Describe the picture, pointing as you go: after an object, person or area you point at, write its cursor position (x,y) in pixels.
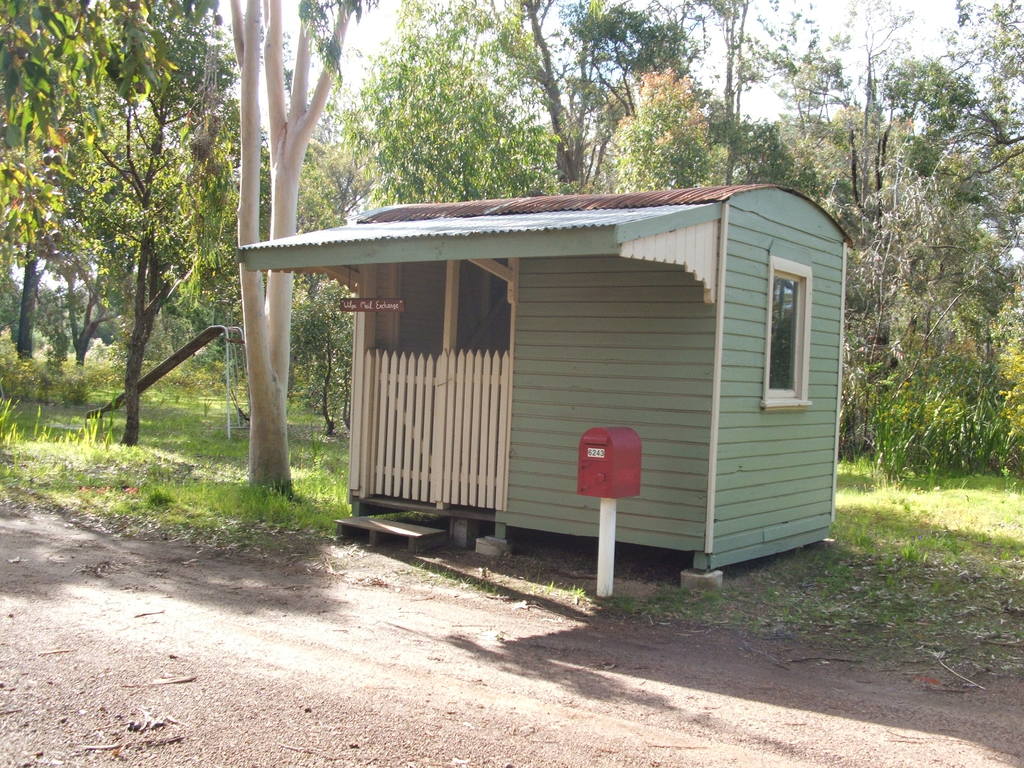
In this image I see a house (555,260) and I see the wooden fencing (477,427) over here and I see a post box (595,468) on this pole (610,565) and I see the ground (54,548) on which I see the grass (1017,535) and I see a slide (103,402) over here. In the background (18,308) I see the trees (7,201) and the sky (873,21).
